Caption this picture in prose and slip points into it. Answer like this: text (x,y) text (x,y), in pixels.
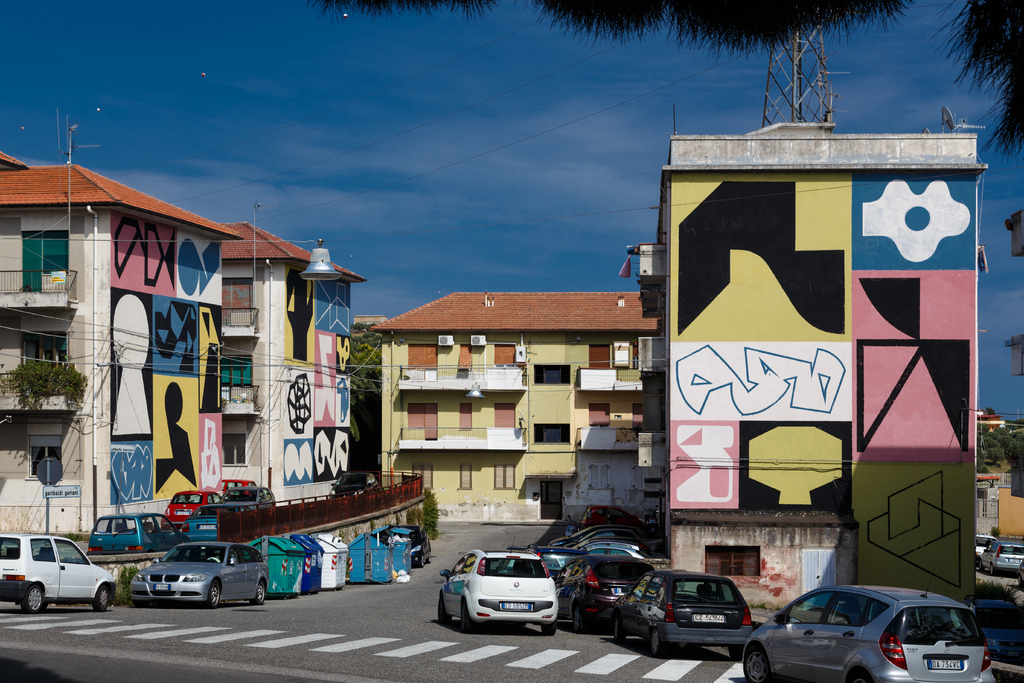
Here in this picture we can see number of houses (195,415) present over there and we can see they are painted with different designs (823,364) over there and on the road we can see number of cars (180,551) present and we can also see light post (317,275) present over there and we can see clouds (332,149) in the sky (498,187) and we can also see tree (793,1) present over there.
